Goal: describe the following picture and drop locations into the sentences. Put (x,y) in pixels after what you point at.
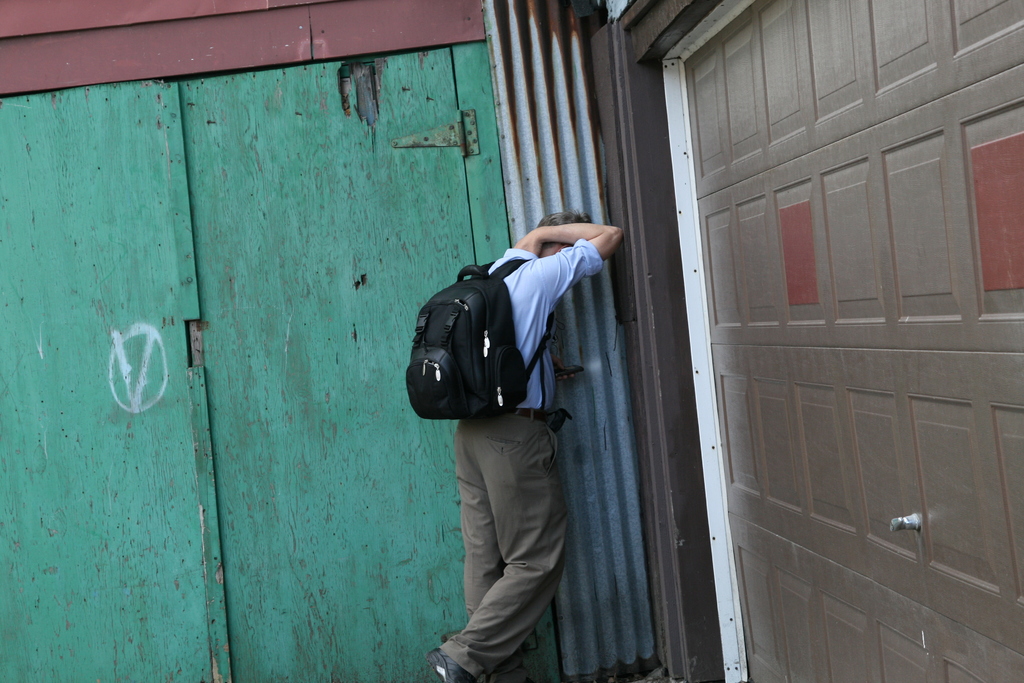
In this image I can see a man (536,328) is standing and I can see he is holding a phone (558,371). I can also see he is carrying a black bag (419,323). I can see he is wearing shirt (522,347), pant (513,550) and shoes (462,670). In the background (283,186) I can see green colour door (102,323) and here on it I can see something in white colour.
